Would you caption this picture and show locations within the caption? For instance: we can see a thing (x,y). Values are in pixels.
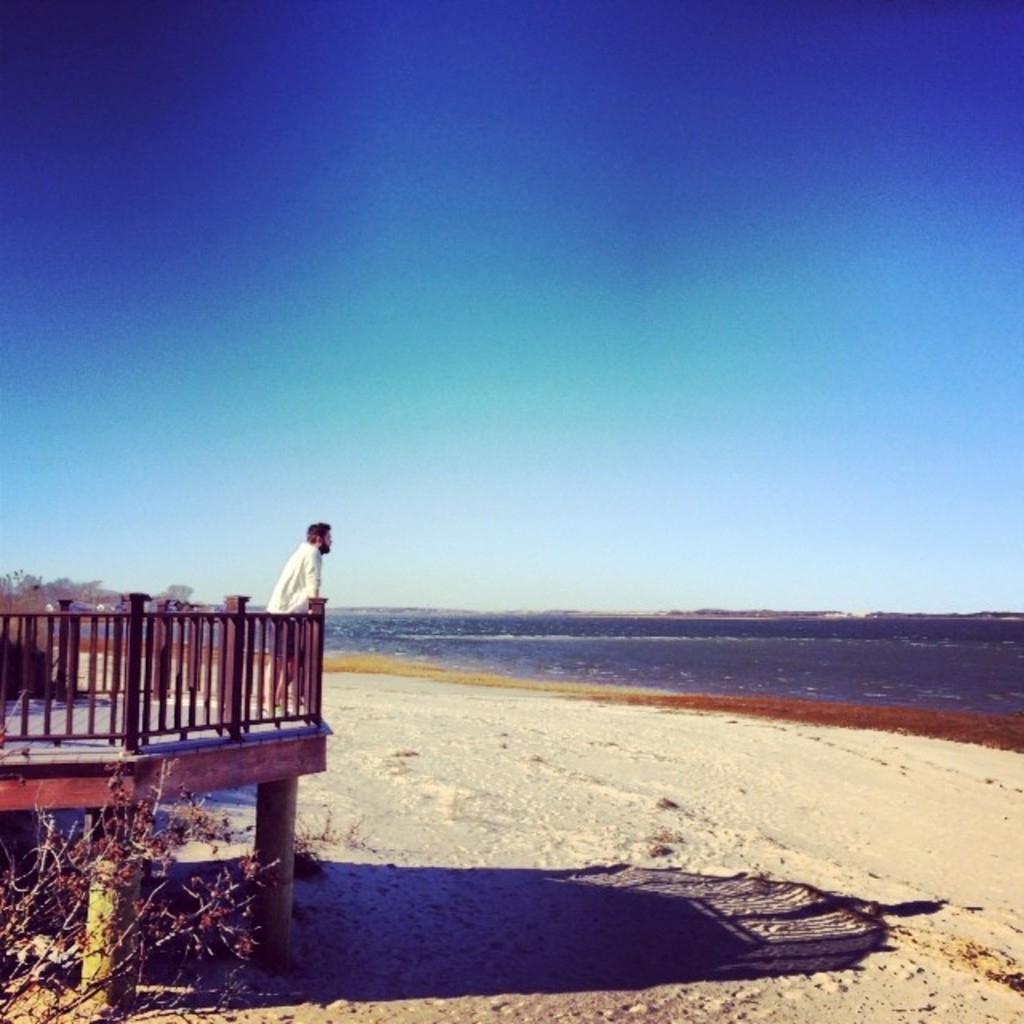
In this image I can see a man (290,581) is standing on a wooden surface (217,758). Here I can see the man (290,649) is wearing white clothes (308,584). On the left side (95,880) I can see a plant (115,854). In the background (715,603) I can see water (777,648) and the sky (550,464).
